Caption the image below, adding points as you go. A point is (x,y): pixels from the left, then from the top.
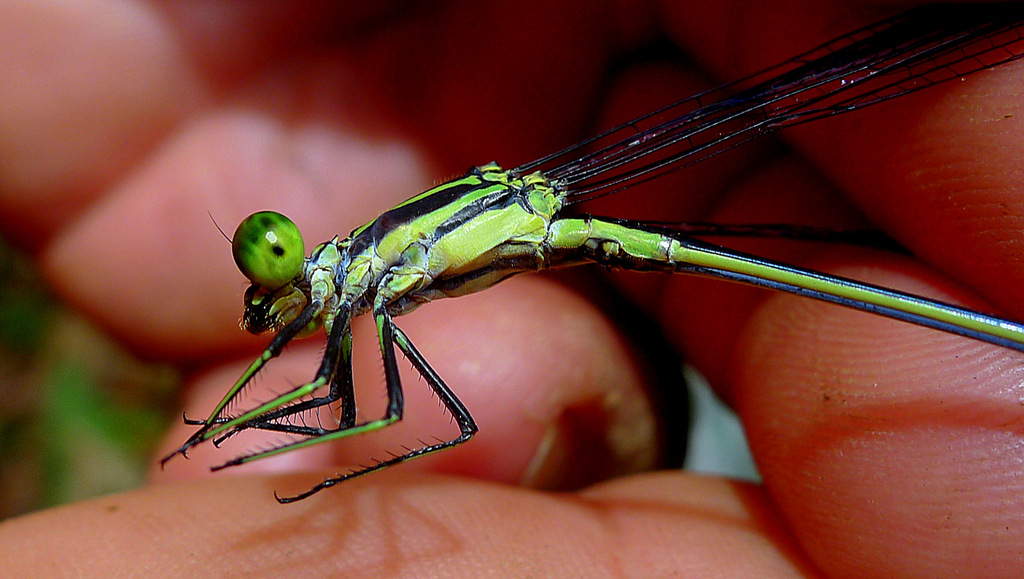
In this image I can see a person's hand (240,128) and a damselfly (442,279). This image is taken during a day.
